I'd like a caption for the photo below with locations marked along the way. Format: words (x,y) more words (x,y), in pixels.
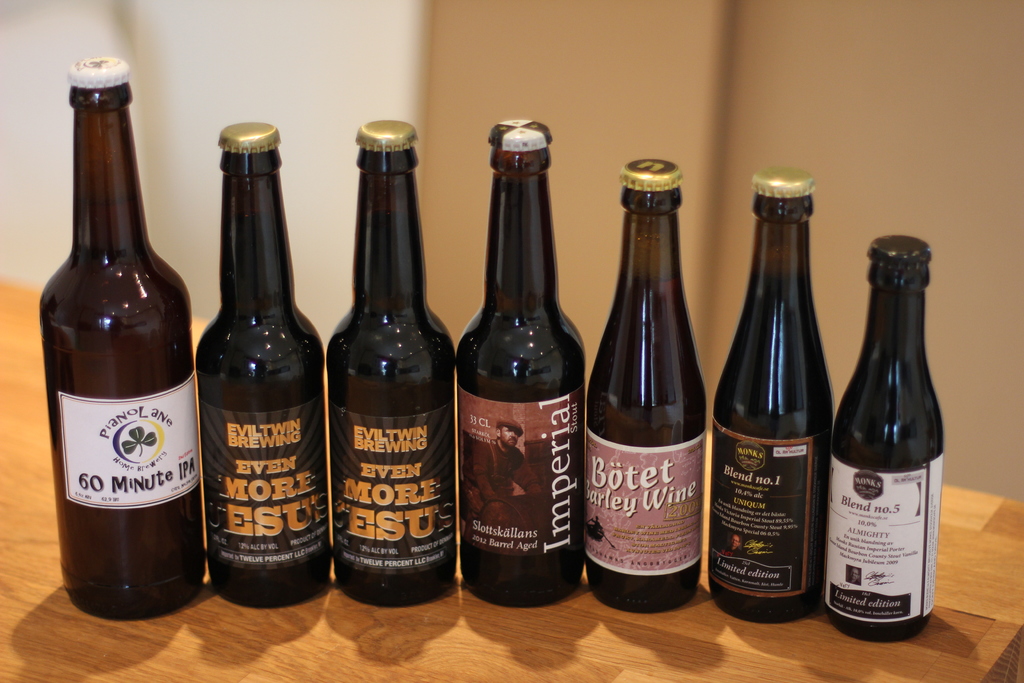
In this picture I can see few bottles (464,519) on the table (984,682) and I can see a wall (538,117) in the back (564,128).
